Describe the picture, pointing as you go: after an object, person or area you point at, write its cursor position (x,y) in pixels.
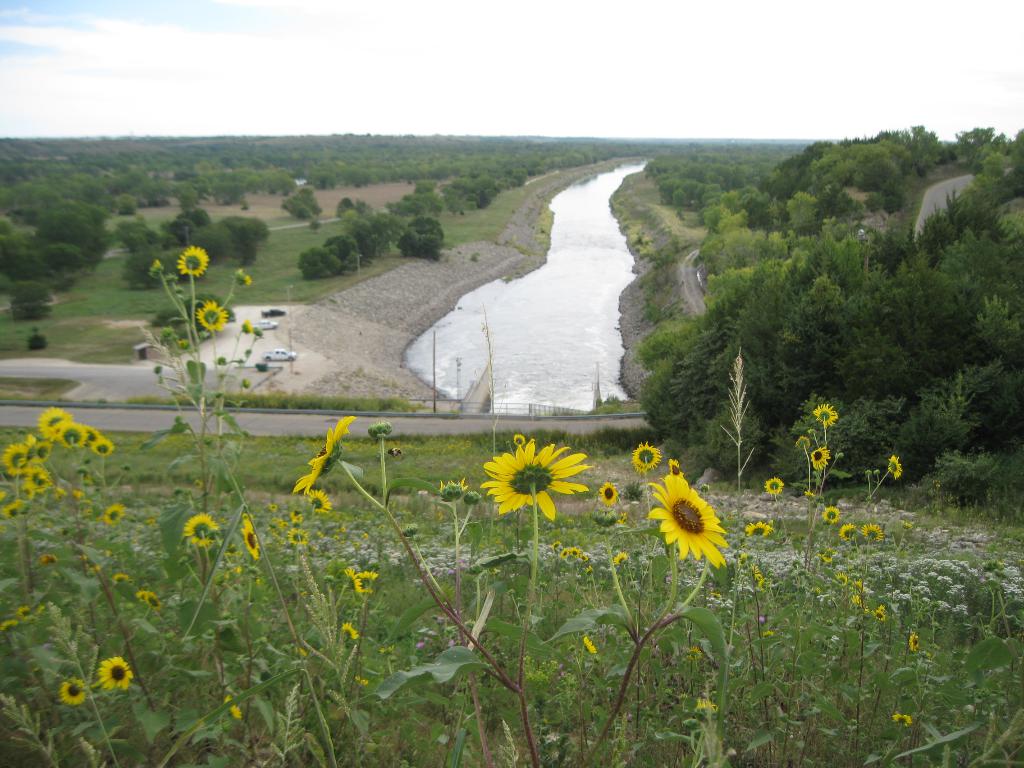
As we can see in the image there is grass (204,277), trees (891,326), plants (298,516), sunflowers (334,438) and water (574,324). In the middle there are cars (284,353). At the top (248,69) there is sky (98,67).
